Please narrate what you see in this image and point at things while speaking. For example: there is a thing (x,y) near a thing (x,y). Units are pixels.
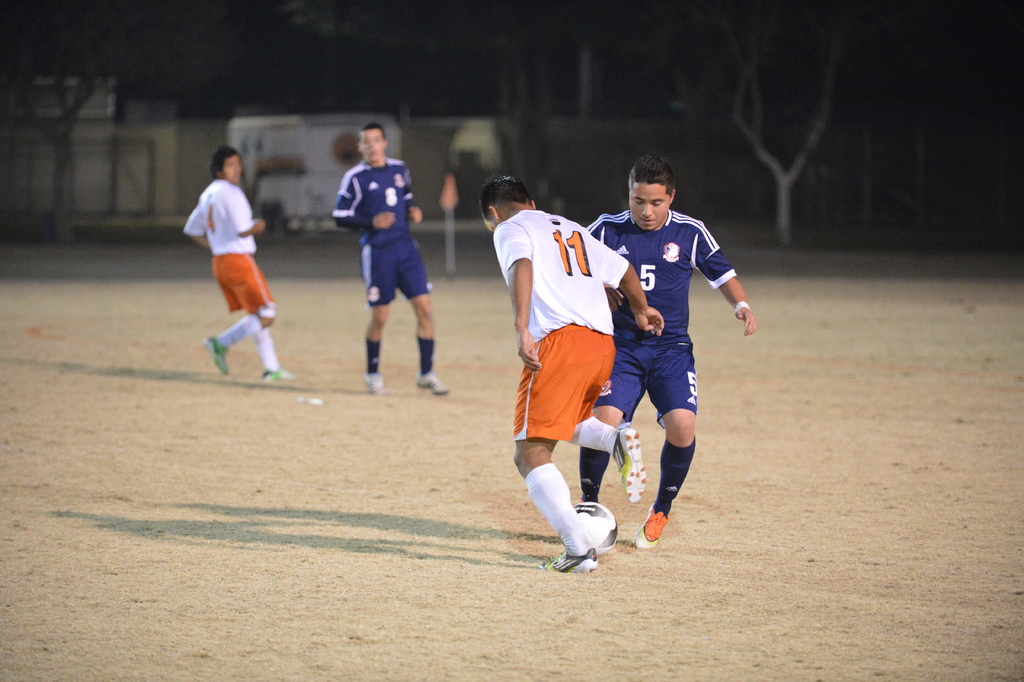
As we can see in the image there are four people (566,530) playing with ball (588,509) on ground (264,562) and in the background (762,63) there are trees (656,62).
